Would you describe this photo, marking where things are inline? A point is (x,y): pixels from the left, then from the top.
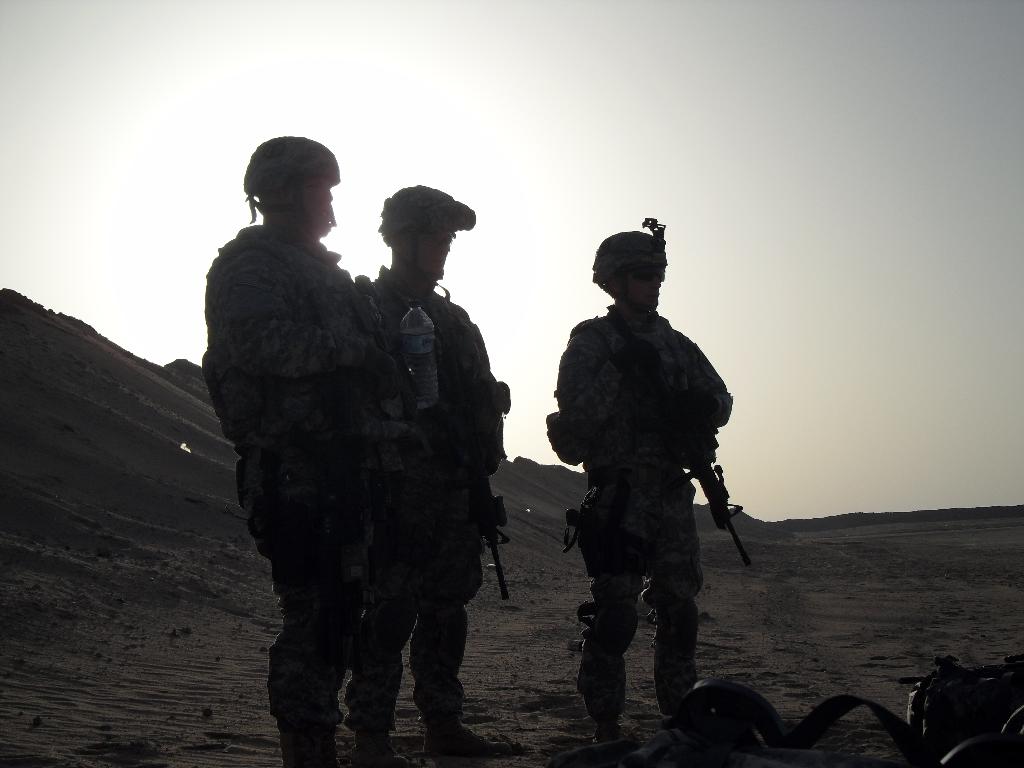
In this picture, we see three men (565,420) in the uniform (574,417) are standing. They are holding the rifles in their hands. The man (411,406) on the left side (268,395) is holding a water bottle (422,393) in his hand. At the bottom (164,663), we see the sand (175,740). In the right bottom (1010,697), we see an object (949,687) in black color. In the background (829,524), we see the sand heaps (829,524). At the top (572,168), we see the sky (608,161). It is a sunny day.
